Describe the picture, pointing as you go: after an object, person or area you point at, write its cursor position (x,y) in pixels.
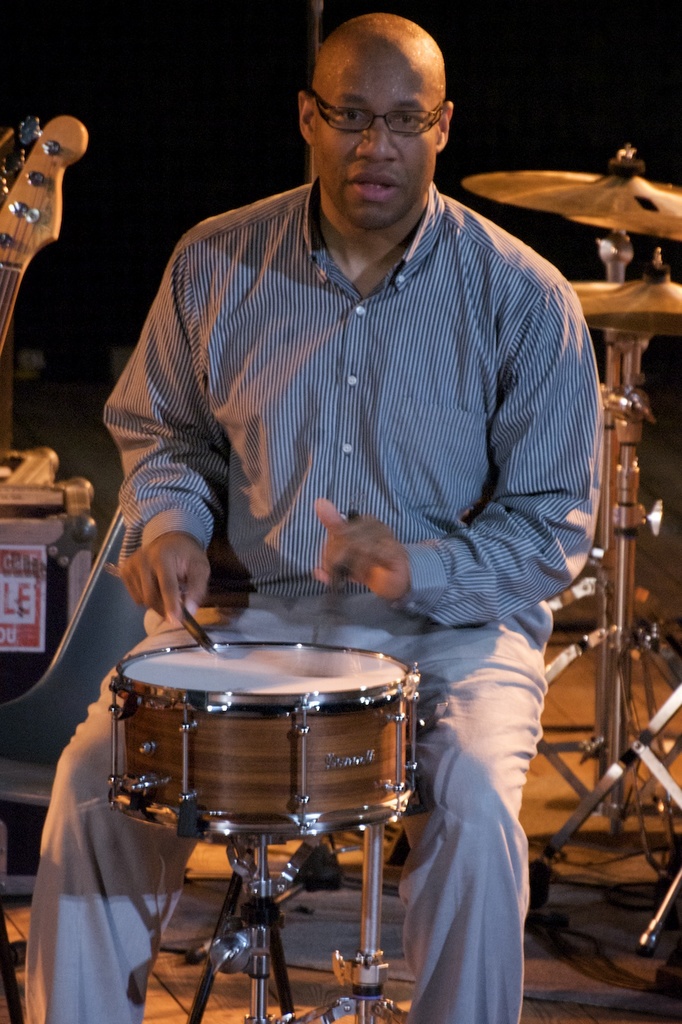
In this image I can see a person (356,188) wearing specs (345,117) and playing a drum (254,771). To the back of him there are many musical instruments (579,181).
